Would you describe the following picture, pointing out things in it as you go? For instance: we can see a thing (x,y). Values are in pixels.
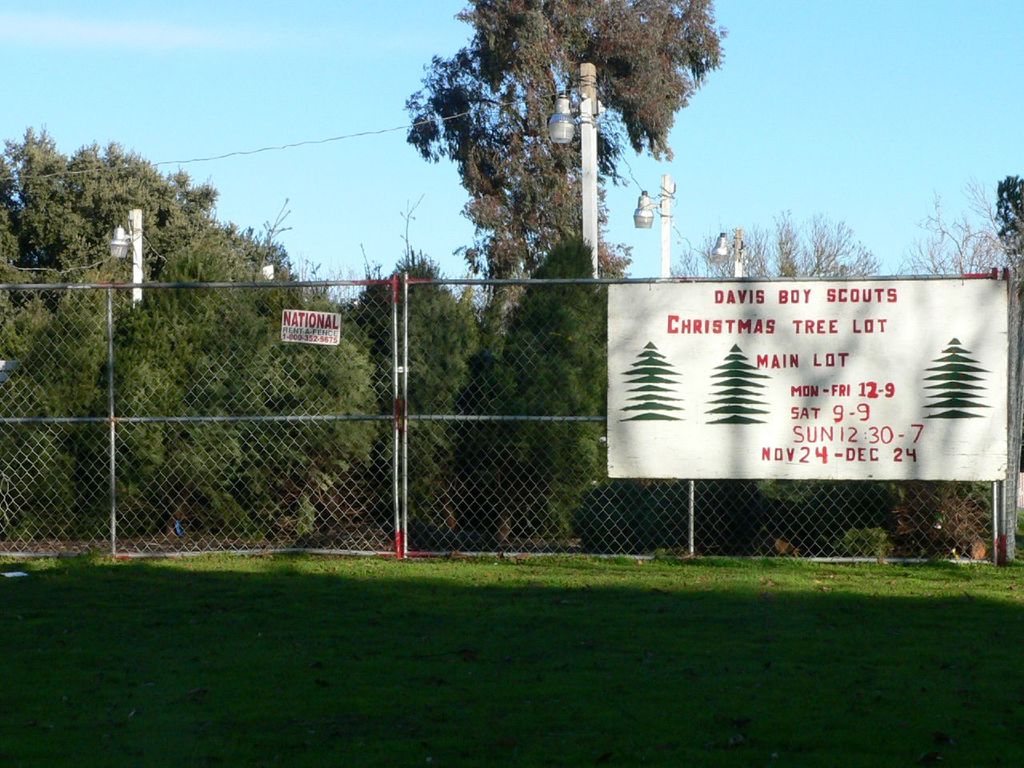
This is a garden (69,615). At the bottom of the image (417,690) I can see the grass (246,705). In the background (336,527) there is a net (260,360) to which a white color board (679,388) is attached. On the board (784,357) I can see some text (812,330). Behind I can see many trees (498,249) and poles (591,221). At the top of the image (839,71) I can see the sky (869,83).
